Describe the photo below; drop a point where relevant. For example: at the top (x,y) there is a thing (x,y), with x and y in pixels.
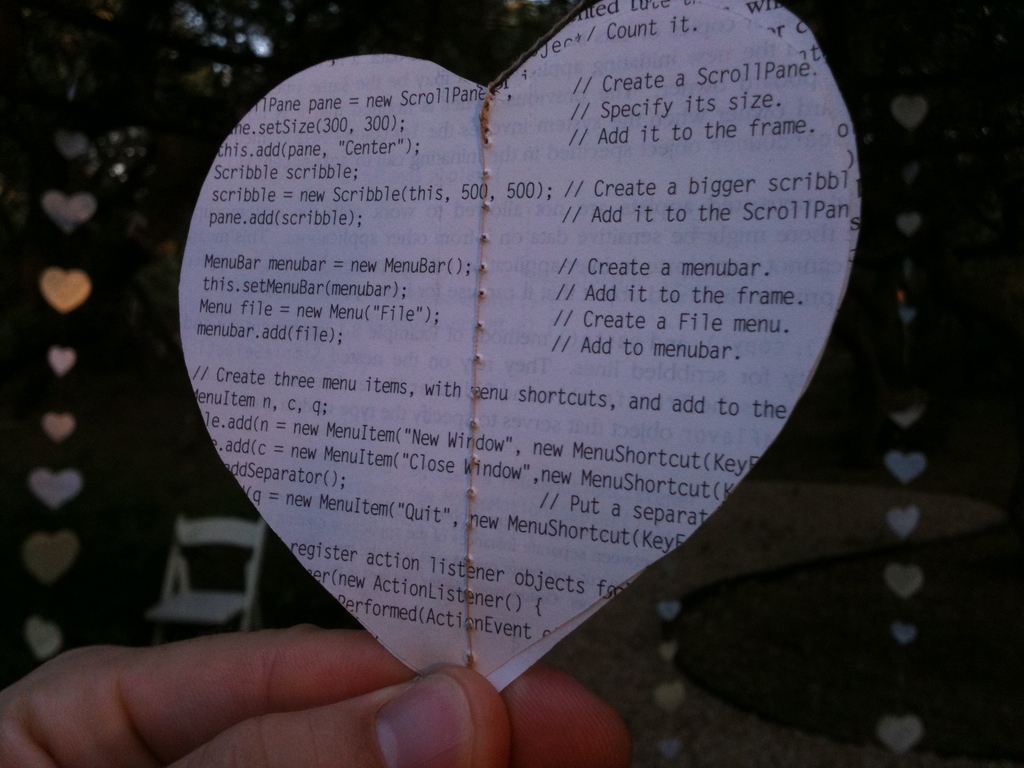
At the bottom of the image (271,708) there is a person hand (271,708) holding the paper (545,90) which is in the shape of a heart. In the background (237,601) there is a chair (249,586) and also there are few decorative items (899,722).
